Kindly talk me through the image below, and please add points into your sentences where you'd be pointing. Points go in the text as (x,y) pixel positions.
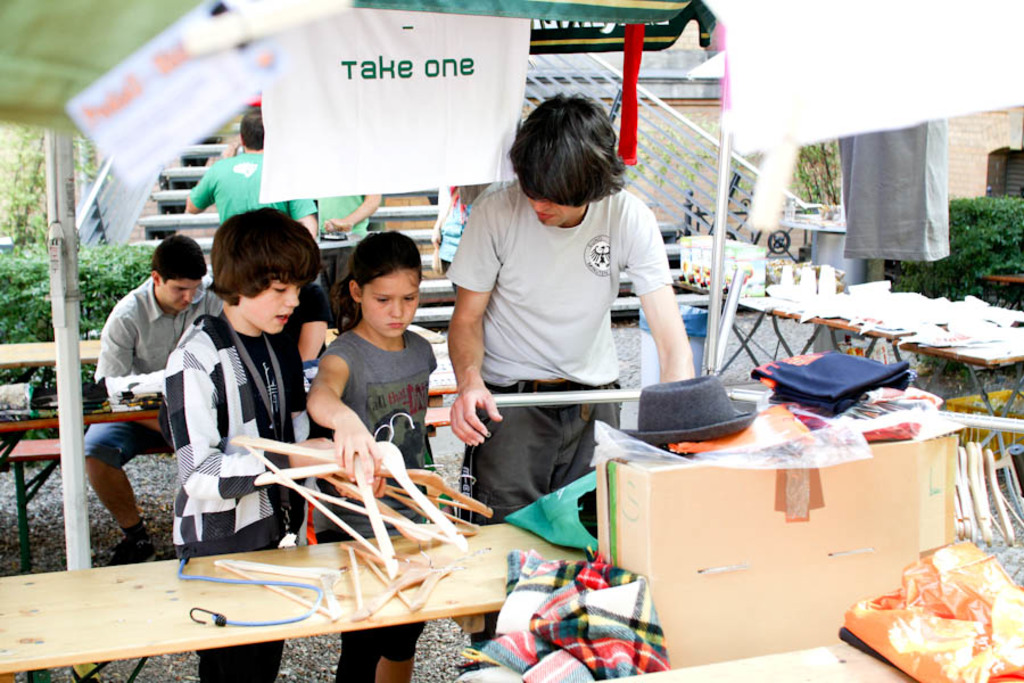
A boy (265,435) and girl (321,400) are holding hangers (360,507) in their hands (349,433) beside them there is a man (597,309). In the background (14,235) we can see pole (63,296), plants (20,295), steps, trees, wall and few people (155,335) sitting on the bench (54,463). On the right (835,517) there is a box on which some clothes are placed and also a hat (687,423) and some clothes (901,301) on the table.
